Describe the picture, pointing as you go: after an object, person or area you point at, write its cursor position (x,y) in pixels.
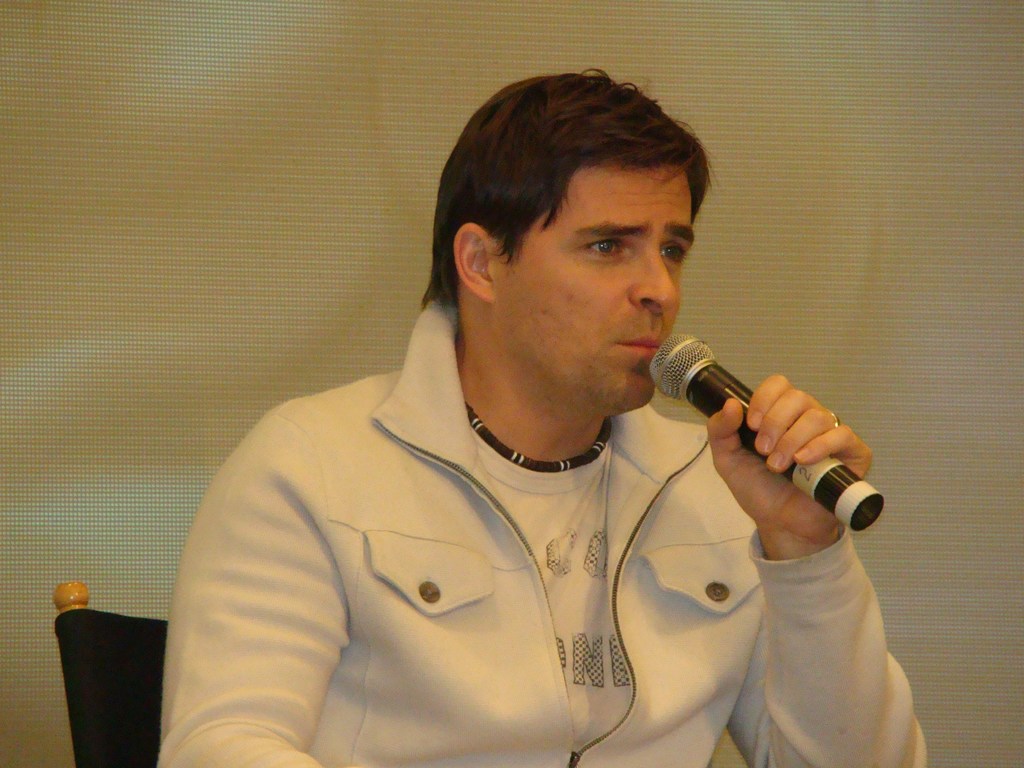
In this picture, a man (481,323) is sitting in a chair (128,689) and talking with a mic (699,380) in his hand (810,452).
